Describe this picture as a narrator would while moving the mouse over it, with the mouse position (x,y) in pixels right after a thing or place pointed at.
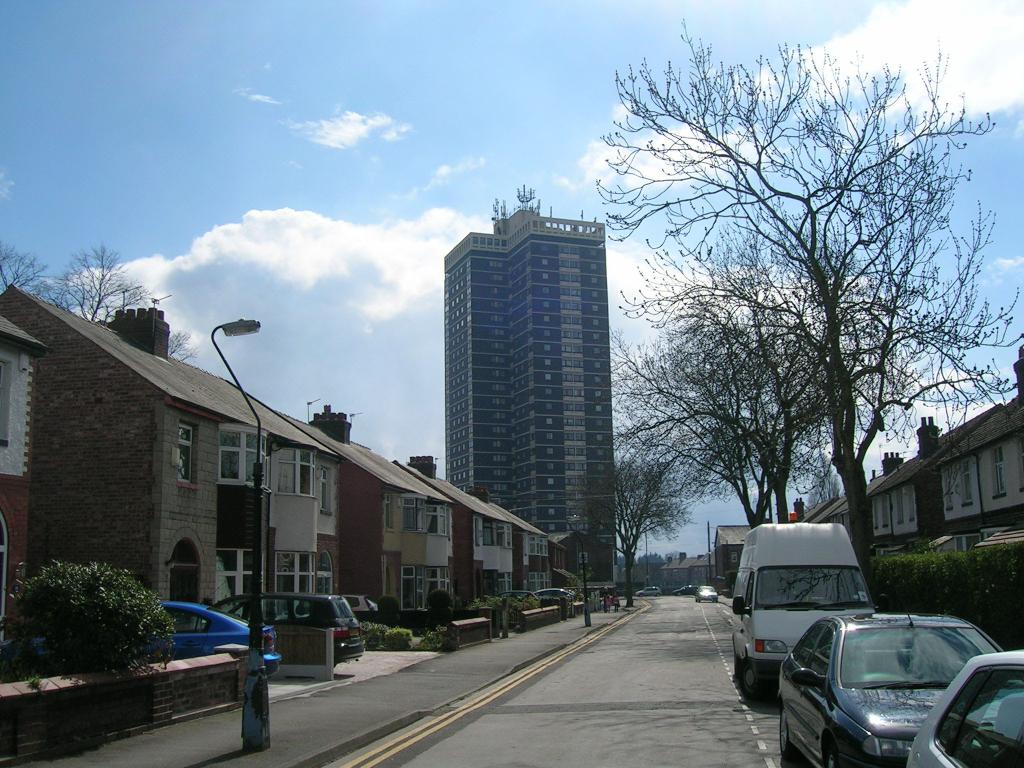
In this picture we can see some vehicles (791,613), on the right side (899,546) and left side (197,516) there are buildings (534,484), trees (846,407) and plants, on the left side (262,558) we can see a pole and a light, there is the sky (250,308) and clouds (269,283) at the top of the picture (526,114).
